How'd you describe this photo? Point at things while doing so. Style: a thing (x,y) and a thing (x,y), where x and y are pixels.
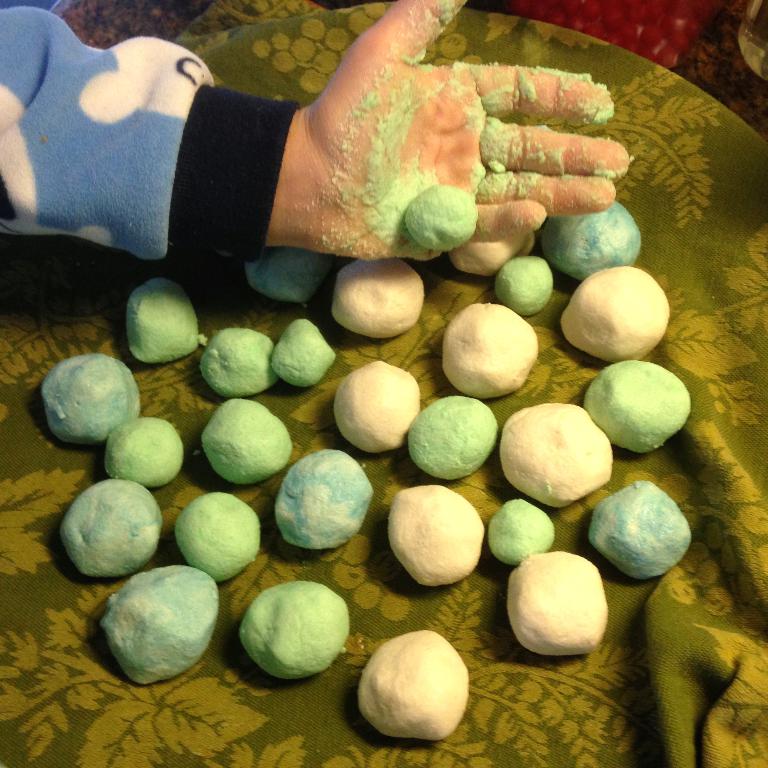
In this picture there are few objects (344,492) which are in white, green and blue color and there is a hand (304,155) of a person (296,124) in the left top corner (254,132).
